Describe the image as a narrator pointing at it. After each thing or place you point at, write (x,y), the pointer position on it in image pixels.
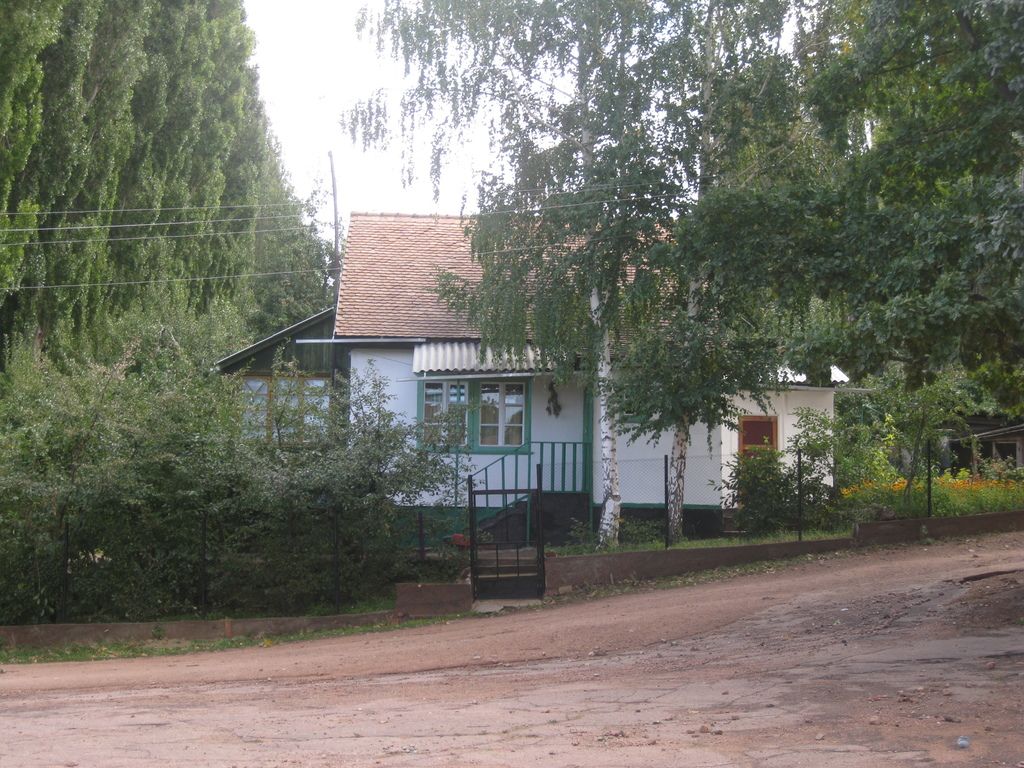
In this image there are houses (1021,459), plants (170,530), trees (956,407), railing (205,522), electrical poles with cables (4,290). At the top of the image (350,40) there is sky (385,44).
